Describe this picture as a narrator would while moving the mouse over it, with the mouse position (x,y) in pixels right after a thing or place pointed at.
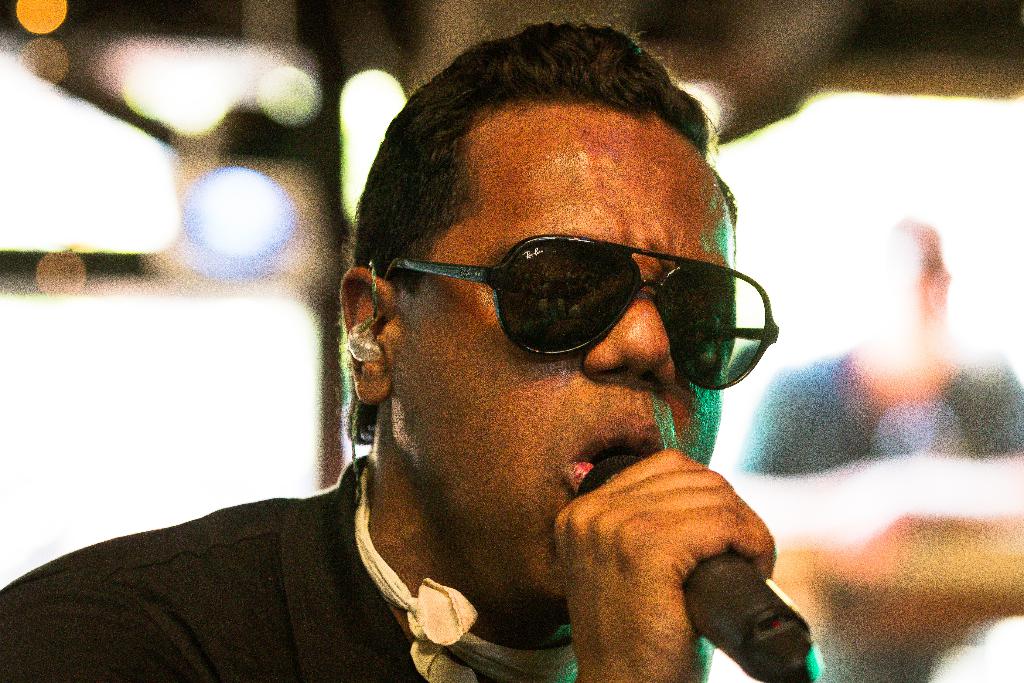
This man (425,490) wore goggles (597,333) and singing in-front of mic (696,596). Background (196,371) is in blur.
